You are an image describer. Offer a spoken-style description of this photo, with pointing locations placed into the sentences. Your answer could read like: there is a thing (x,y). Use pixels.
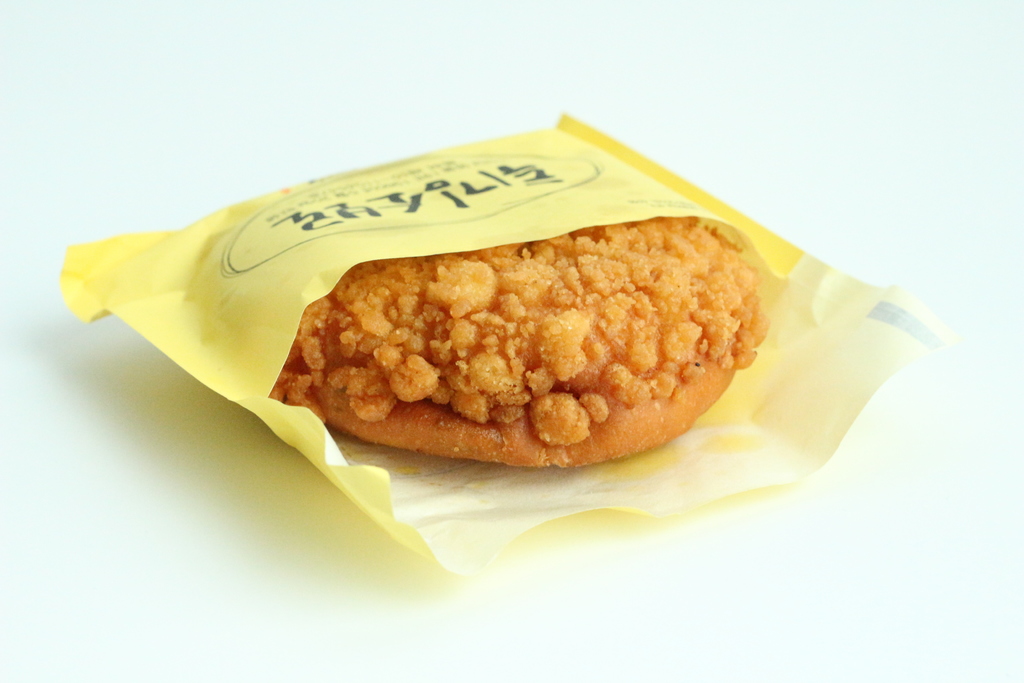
In this image we can see a packet (465,482) with food item (568,454) on a surface (712,524).
